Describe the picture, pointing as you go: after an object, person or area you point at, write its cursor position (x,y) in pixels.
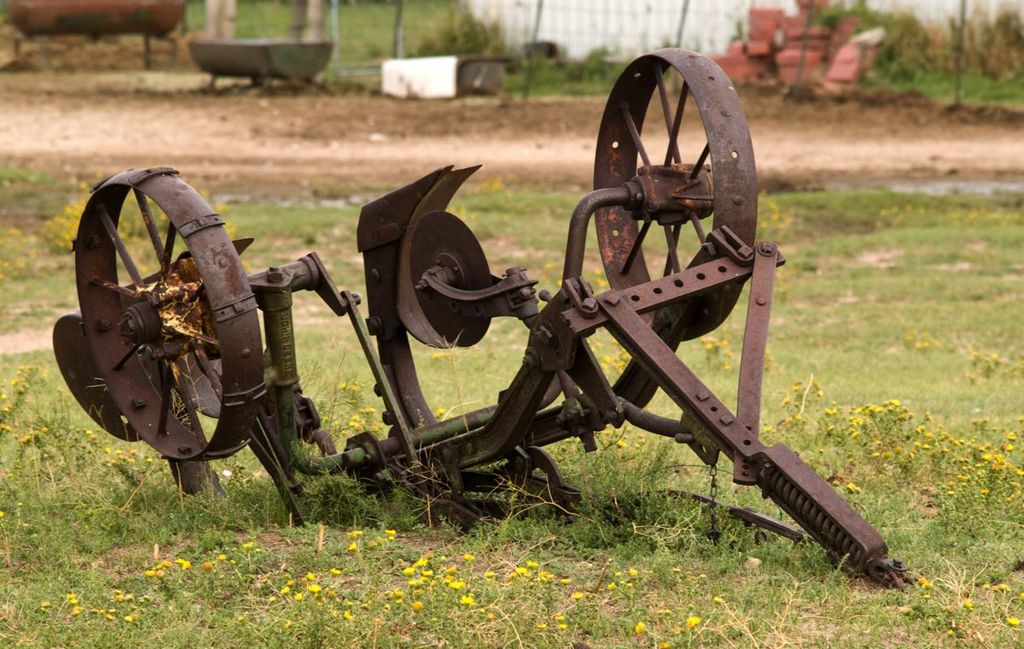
In the image we can see an iron object (390,368), grass (70,406), fence (652,33), bricks (764,40) and soil (869,145).
